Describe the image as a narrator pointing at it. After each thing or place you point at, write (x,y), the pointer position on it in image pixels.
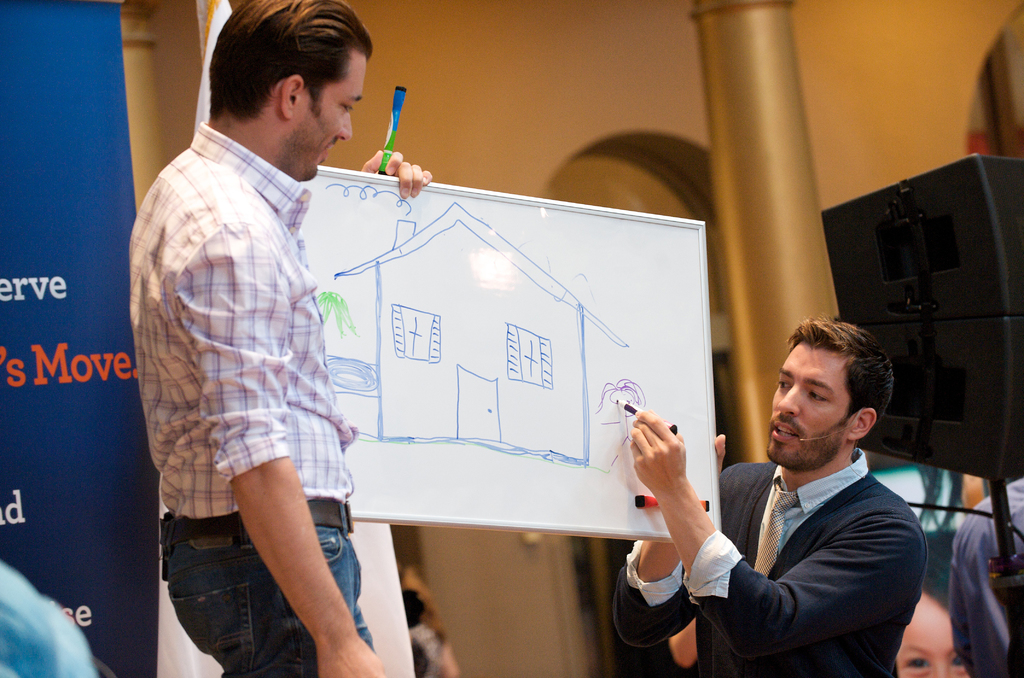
In this image we can see two persons (863,518) holding a board (476,440) and we can see the drawing (587,456) on the board (526,353) and they both are holding pens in their hands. On the left side of the image (11,164) we can see a board (71,69) with some text (67,606) and there are two speakers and other objects (16,653) in the room (697,0).
